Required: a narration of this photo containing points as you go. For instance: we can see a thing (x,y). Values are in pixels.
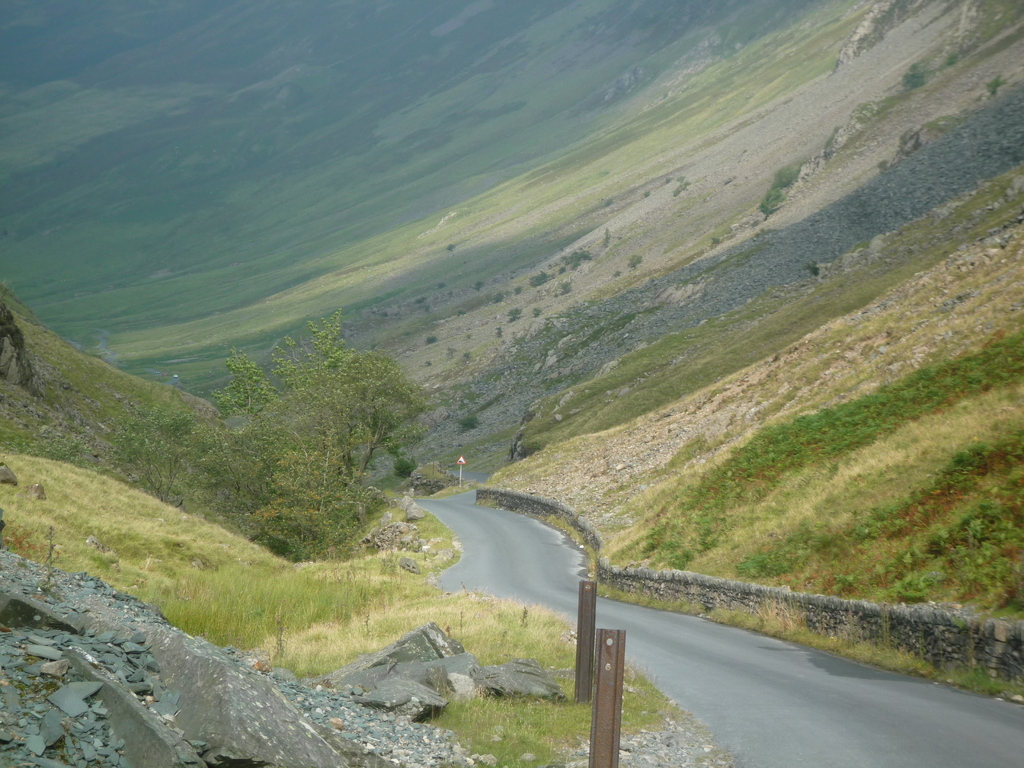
In this image we can see a road (602,609) in the middle (495,511), a sign board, a wall (1005,657) on the right side (1020,657), grass (339,594), tree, metal rods (602,714) and stones (546,690) on the left side (307,708).
